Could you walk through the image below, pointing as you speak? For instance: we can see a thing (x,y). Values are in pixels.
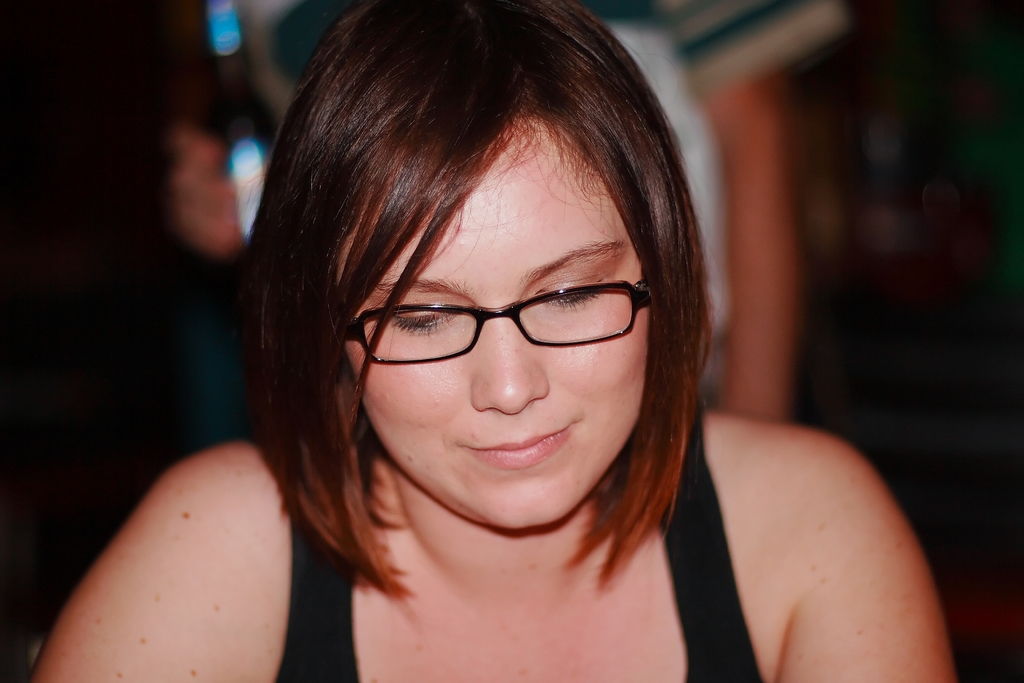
In the picture we can see a half image of a woman (234,551) with black top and glasses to her eyes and she is with short hair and behind her we can see some things (881,203) are placed which are not clearly visible.
